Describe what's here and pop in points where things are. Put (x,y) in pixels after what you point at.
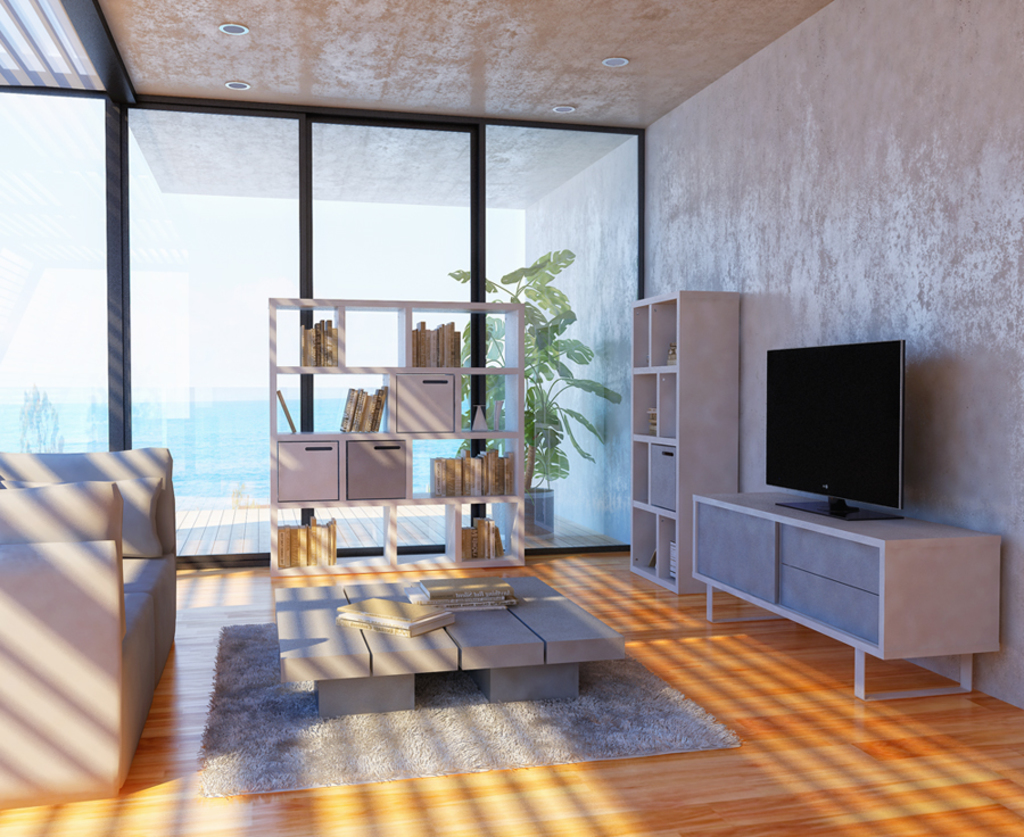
In the image there is a tv (835,382) on a table (886,555) on the right side (759,570) in front of the wall (713,269), in the middle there is a table (397,640) on the carpet (382,751), on the left side (74,647) there is a sofa (35,623), in the back (521,326) there is a cupboard (509,310) with books (460,494) in it with a glass wall (452,216) behind it and over the back (544,295) there is a plant (550,329).
